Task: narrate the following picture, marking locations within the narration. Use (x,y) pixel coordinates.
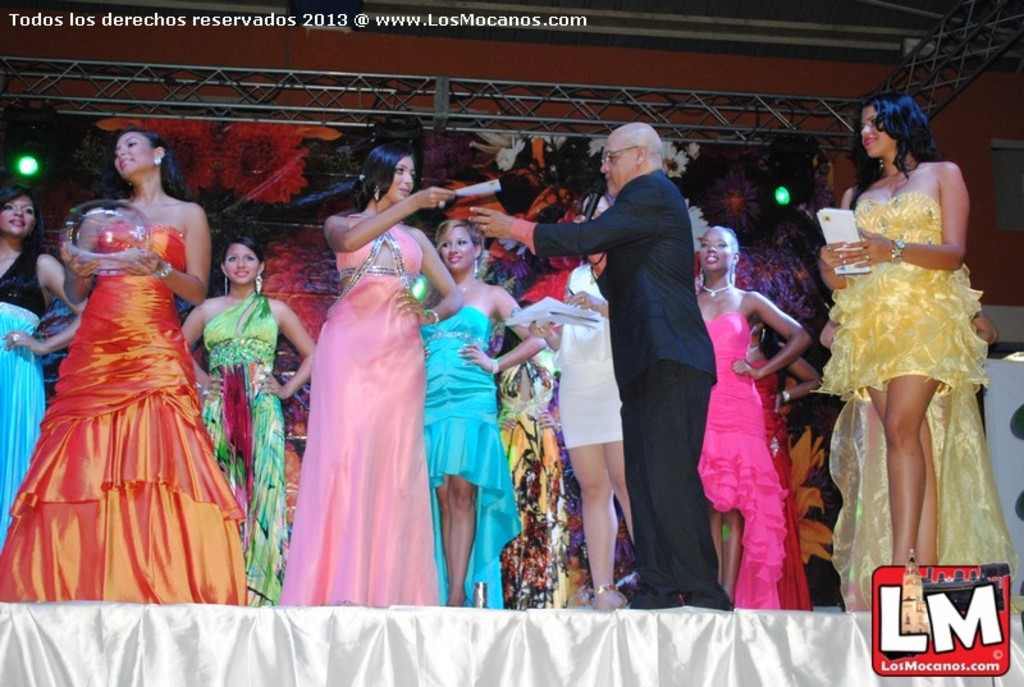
There are people (115,150) standing on the stage (189,674) in the foreground (558,476), there is a person (644,161) wearing a black coat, he is holding a mike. There are lights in the background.
